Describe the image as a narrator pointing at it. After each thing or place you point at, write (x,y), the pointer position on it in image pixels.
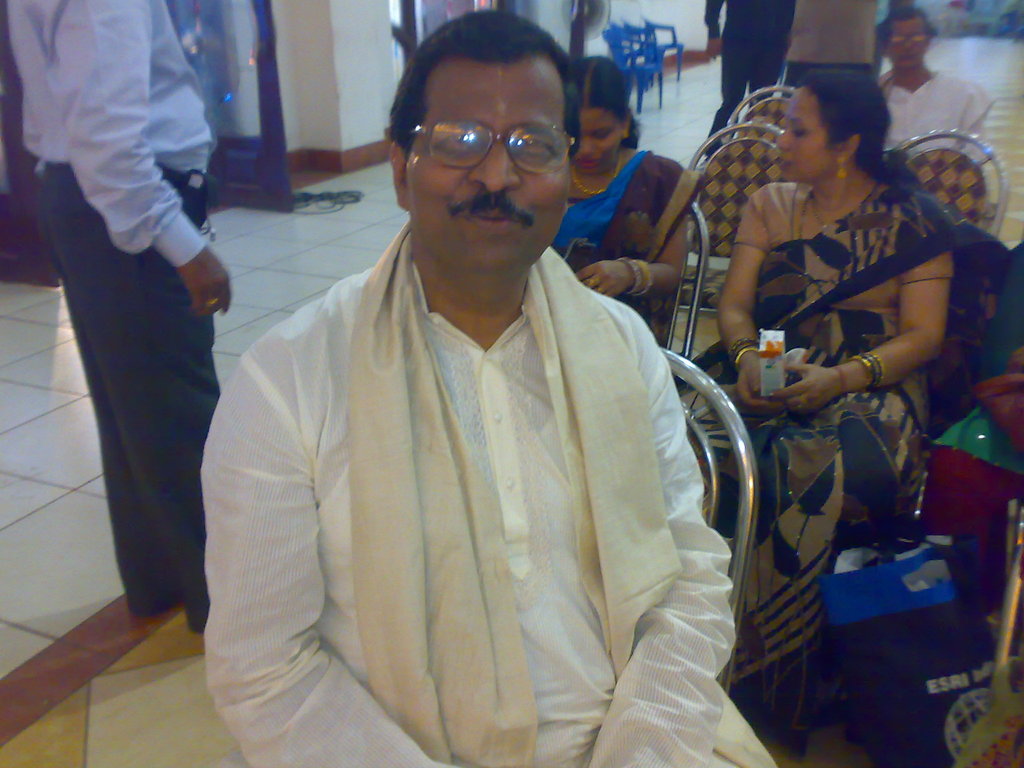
In this image, we can see some people (586,267) sitting on the chairs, on the left side (57,130), we can see a man (76,189) standing and there are two people (770,11) standing, we can see some blue color empty chairs (624,67).
